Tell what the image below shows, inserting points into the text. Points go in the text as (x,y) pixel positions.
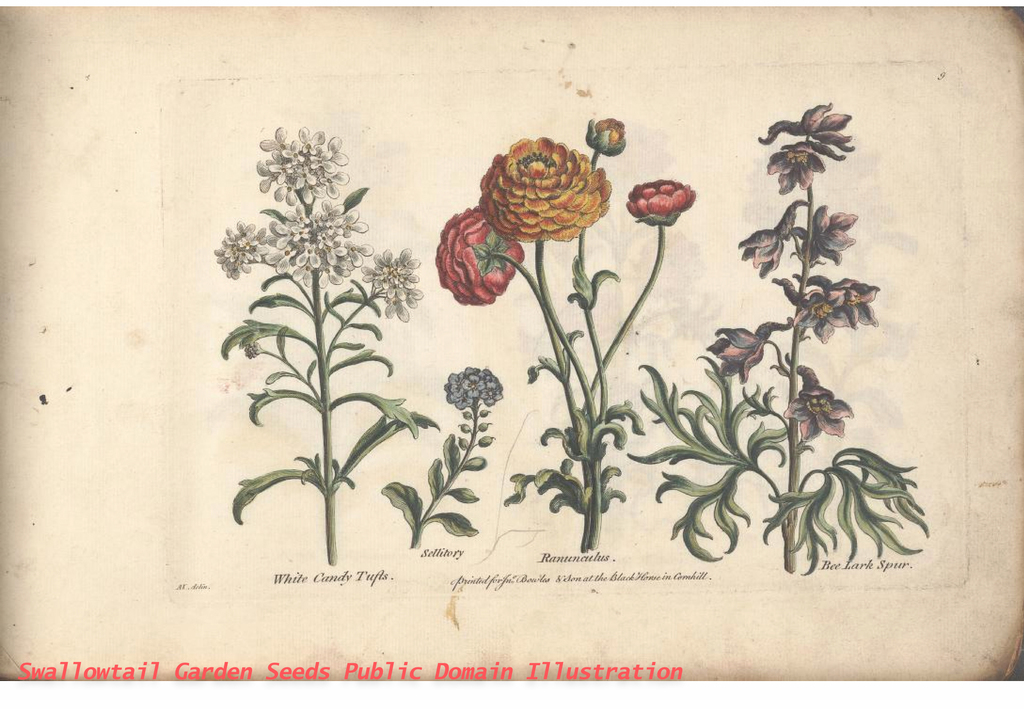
This is a poster. On this poster we can see flowers (853,410), branches (791,548), and leaves (733,500).
